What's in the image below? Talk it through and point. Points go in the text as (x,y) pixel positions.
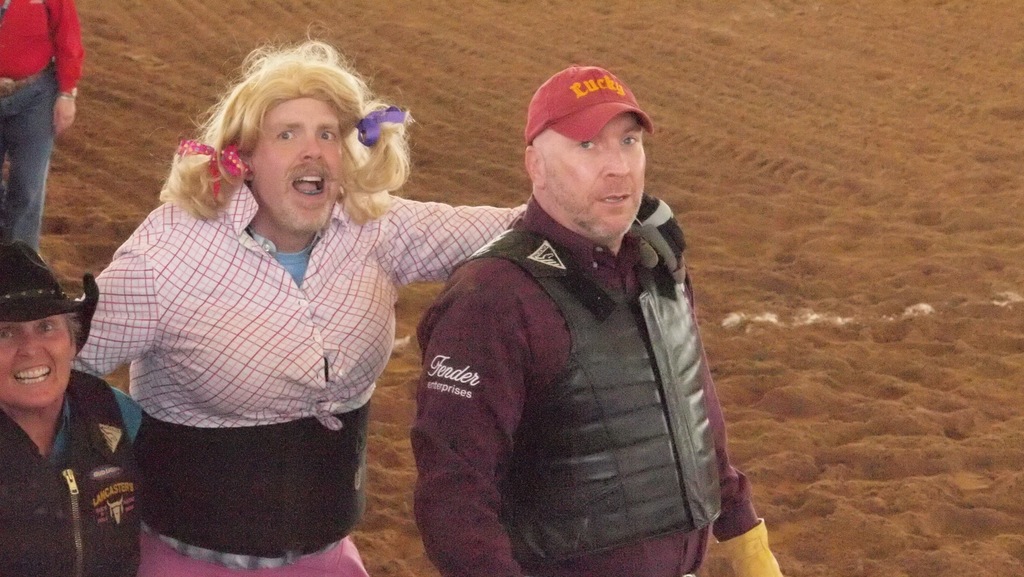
As we can see in the image on the left side (165,390) there are four people (313,375). The person (52,403) over here is wearing a hat (51,300) and black color jacket (68,494). The person (241,369) in the middle (371,230) is wearing white color shirt (275,272) and the person (591,210) beside him is wearing black color jacket (604,371). In the background (70,26) there is a person (81,51) wearing red color shirt (50,41).
